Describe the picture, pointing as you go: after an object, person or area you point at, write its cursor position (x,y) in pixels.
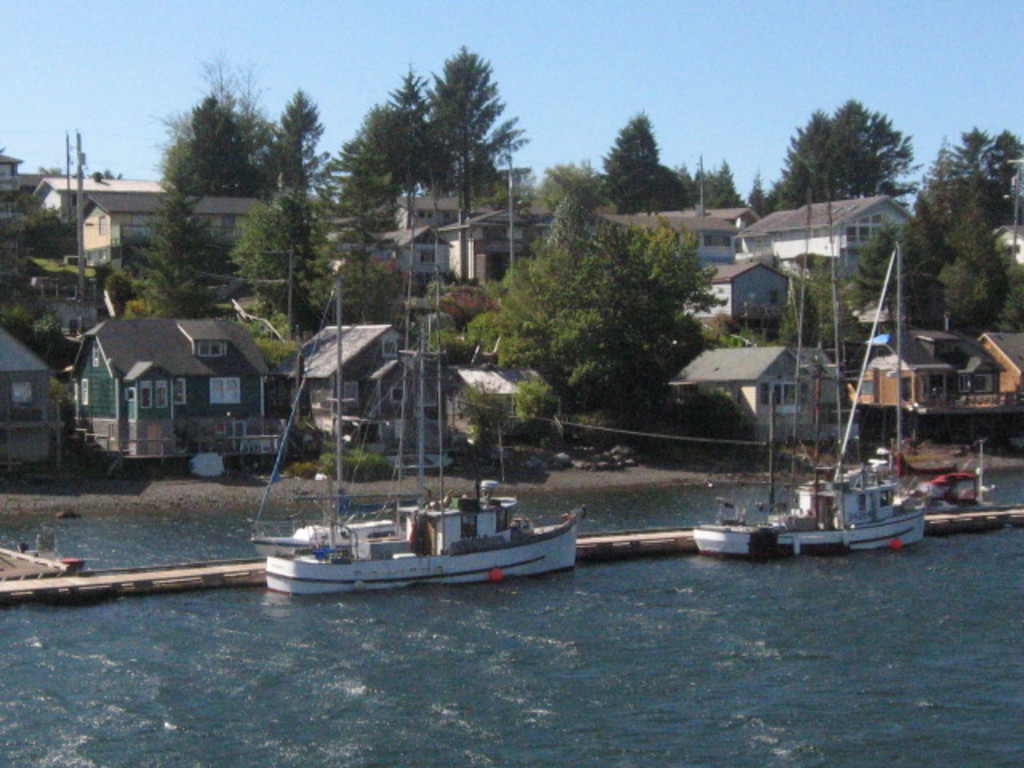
In this image there are some ships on the water (306,641) beside them there is a small bridge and also there are some buildings (952,398) and trees (261,118) at the bank (144,498) of the river (993,478).
